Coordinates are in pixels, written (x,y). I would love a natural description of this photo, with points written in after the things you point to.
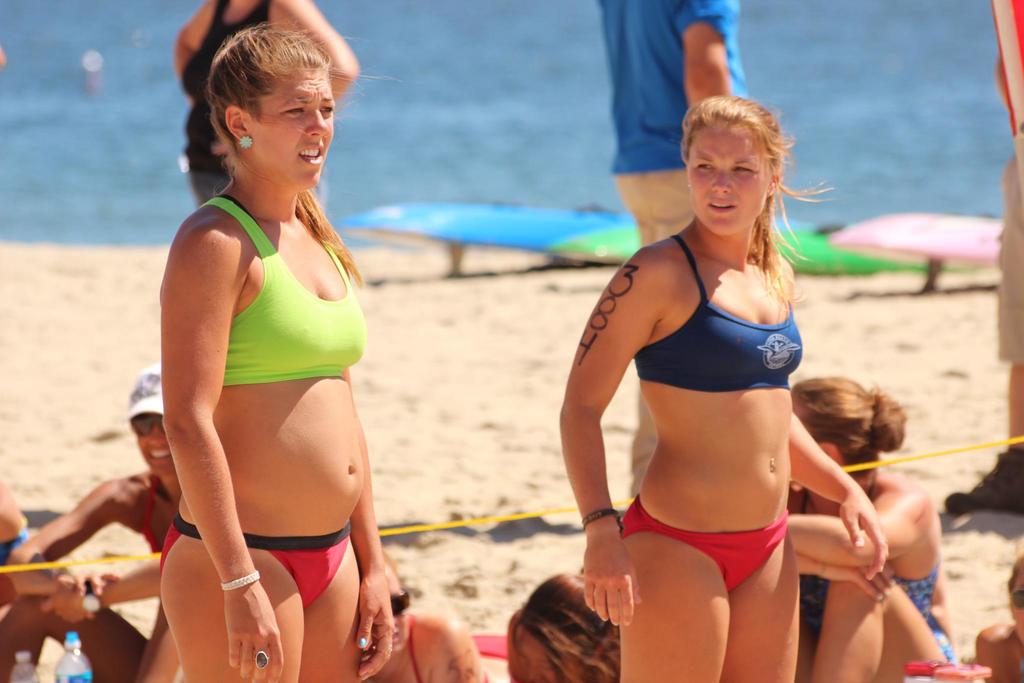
In this image we can see people (757,501), sand (548,423), bottles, and other objects (435,234). In the background (556,129) we can see water (464,184).
